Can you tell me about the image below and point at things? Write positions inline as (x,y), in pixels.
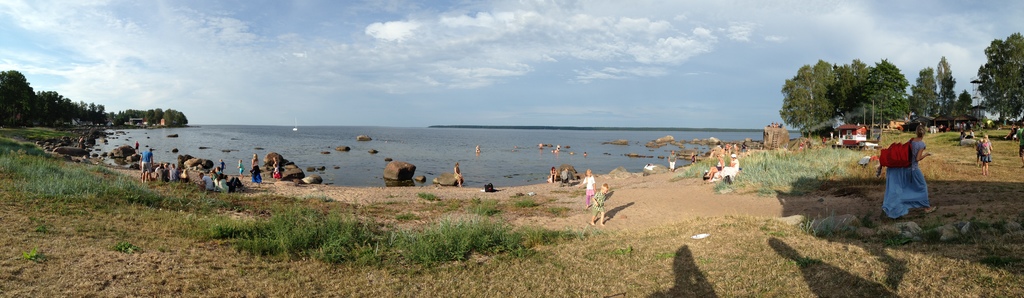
At the bottom of the picture (405,247), we see the grass (481,221). In this picture, we see people (148,156) standing, sitting and walking on the sand (676,213). Behind them, we see the rocks (120,150). In the middle of the picture (343,145), we see water (449,141) and this water (449,146) might be in the lake (409,134). On the left side (151,122), there are trees (19,90). On the right side (817,112), there are trees (871,89) and buildings (855,141). At the top (467,26), we see the sky (513,77) and the clouds (489,77).
